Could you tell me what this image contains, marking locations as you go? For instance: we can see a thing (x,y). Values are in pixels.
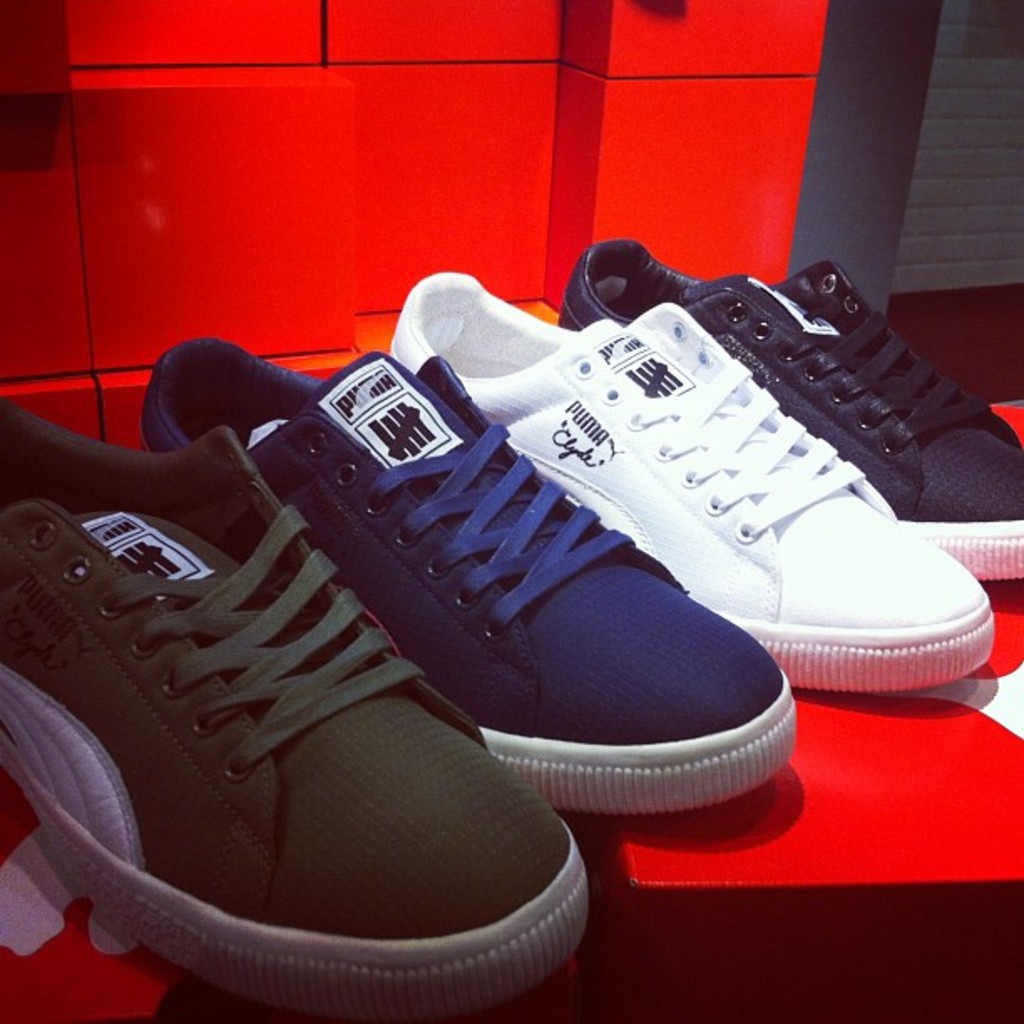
In this image we can see few shoes (384,715) in different colors and there is some text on the shoes (1001,445) and we can see the wall (778,13) in the background (558,147).
